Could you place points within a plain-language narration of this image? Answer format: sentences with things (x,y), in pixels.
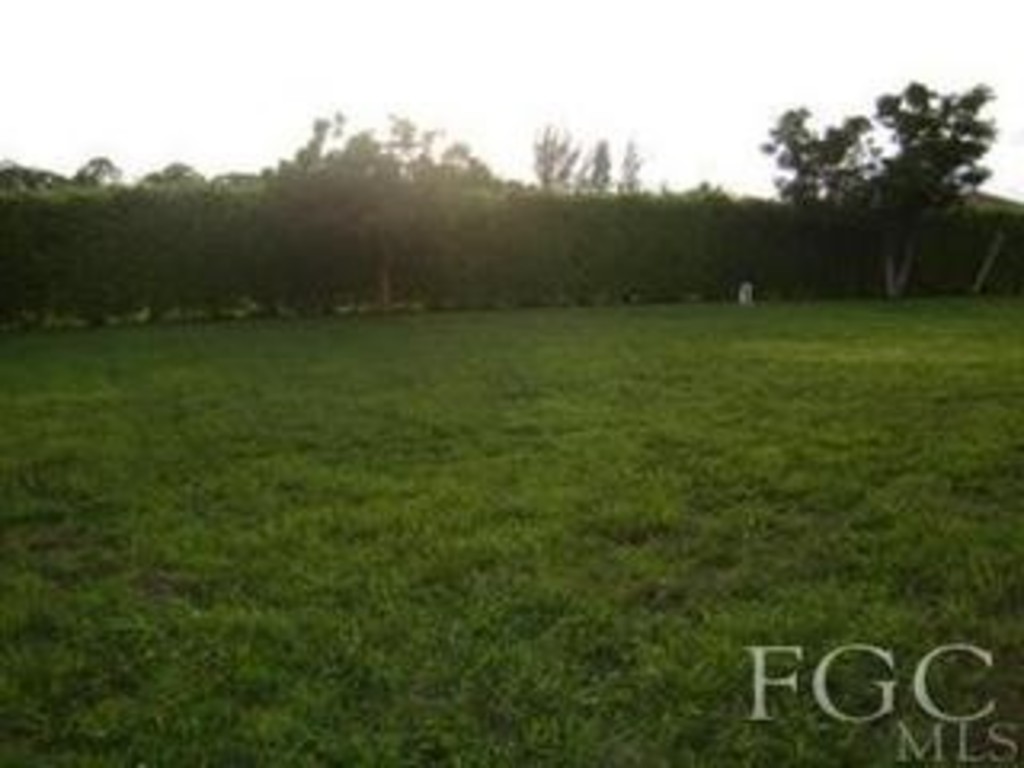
In this image there are trees (860,177) on the grassland (615,478). Right bottom there is some text (849,724). Top of the image (416,81) there is sky (425,47).
